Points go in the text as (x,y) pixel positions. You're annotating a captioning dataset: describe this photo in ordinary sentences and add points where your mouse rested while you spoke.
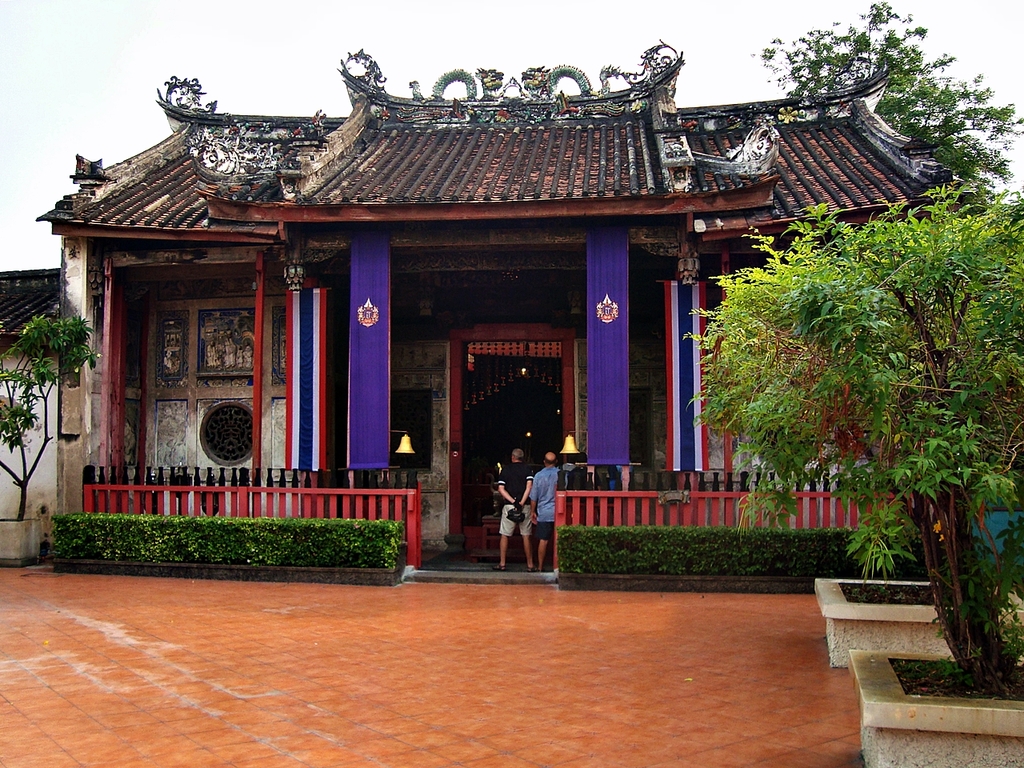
In this image there are two people (515,502) standing at the entrance (536,400) of a house (633,369), behind them there is a wooden fence (408,511) with bushes (316,533), besides them there are banners (359,413), in front of the image there are trees (887,562) on concrete fences (854,622), behind the house (762,108) there are trees (893,66) and beside the house (84,277) there is another house (57,306) with a tree (59,367) in front of it.
